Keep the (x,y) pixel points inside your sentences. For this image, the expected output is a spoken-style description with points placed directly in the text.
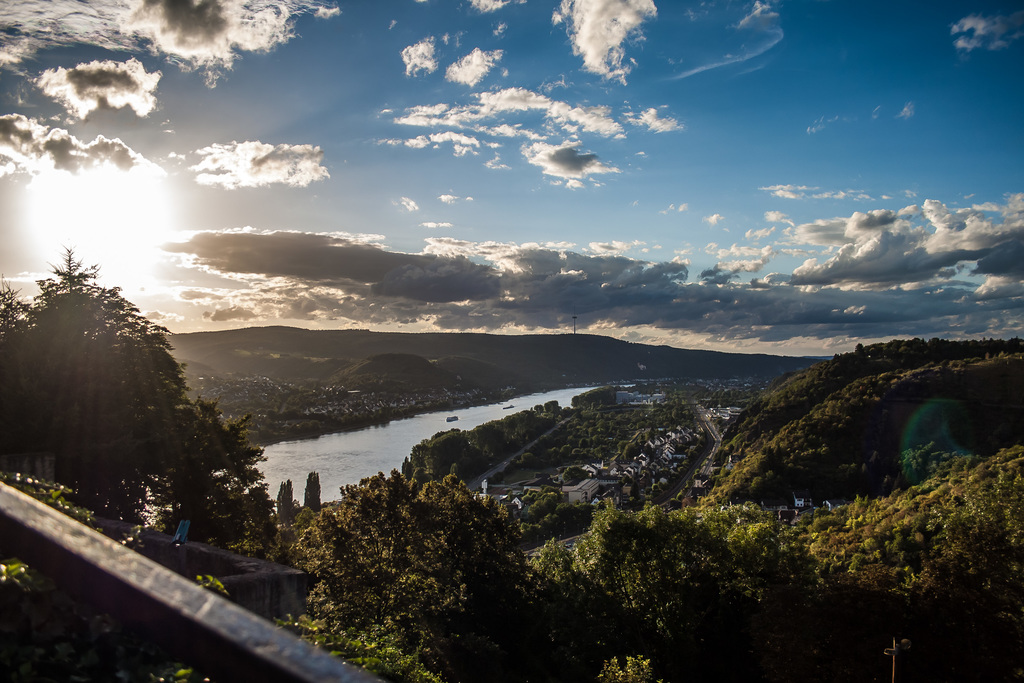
In the center of the image (484,409) there is water (370,466). There are trees (639,428), buildings (698,483), mountains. In the background of the image (255,304) there is sky (184,216), clouds (306,269), sun (122,239).
